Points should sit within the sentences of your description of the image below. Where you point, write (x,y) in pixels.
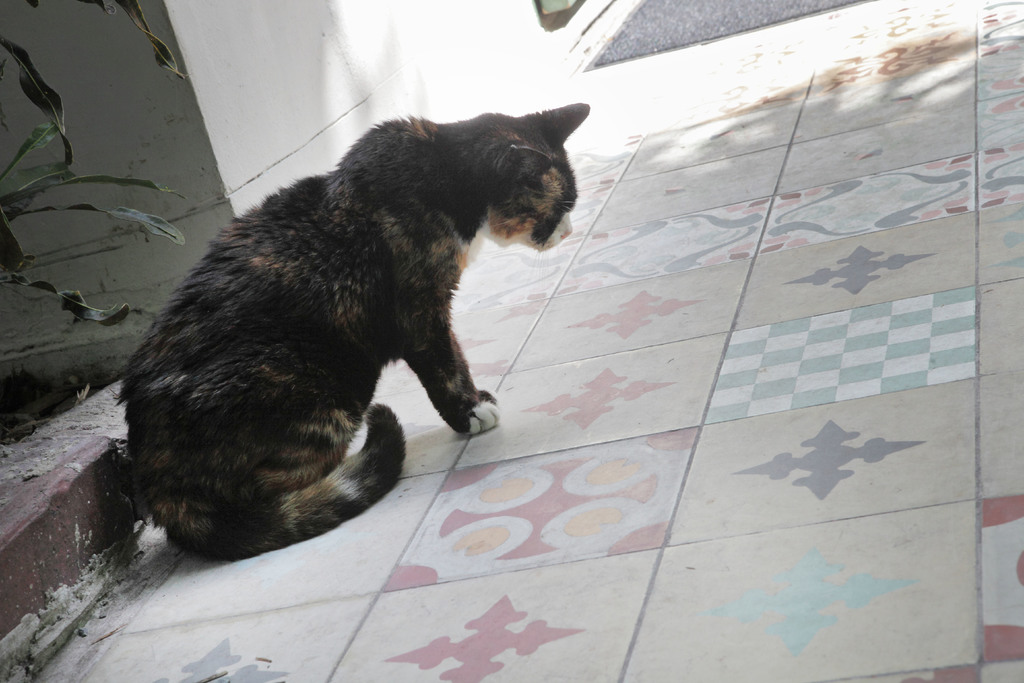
In the picture I can see a cat (326,289) which is black in color is on the floor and in the background of the picture (167,93) there is a wall (197,50) and I can see some leaves (59,107) of a plant (44,120).
